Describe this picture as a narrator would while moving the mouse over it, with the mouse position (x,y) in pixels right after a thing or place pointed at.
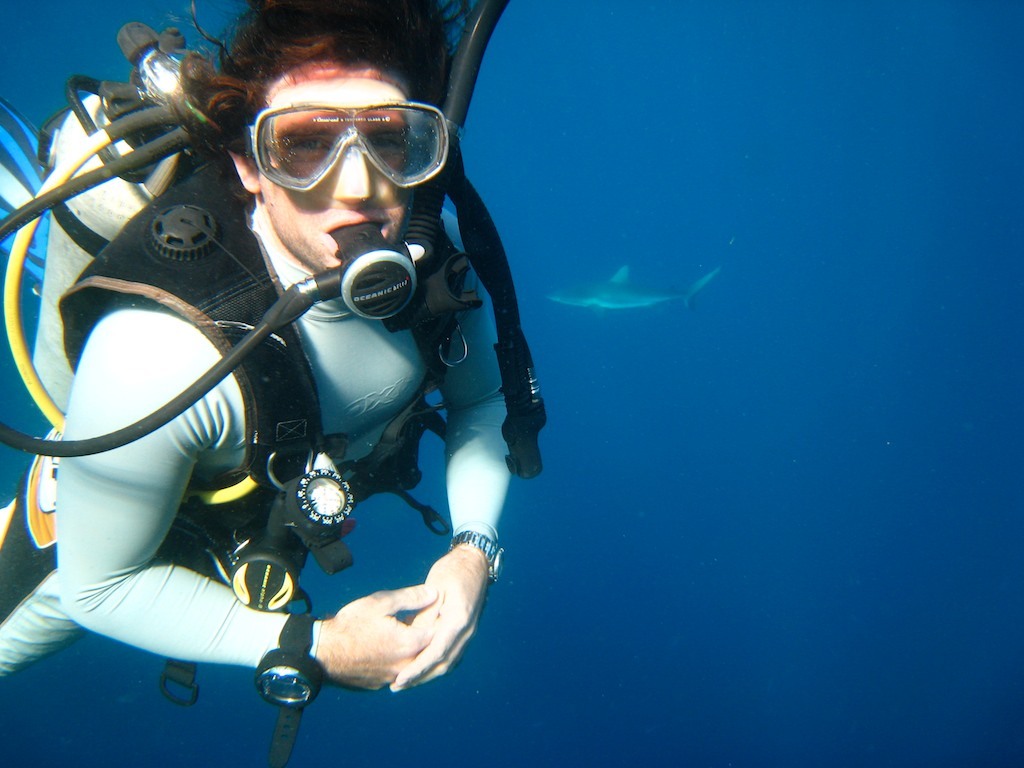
In this picture there is a person (262,298) under the water (194,30) and wearing oxygen cylinder (55,353) and glasses (304,115) and we can see fish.
